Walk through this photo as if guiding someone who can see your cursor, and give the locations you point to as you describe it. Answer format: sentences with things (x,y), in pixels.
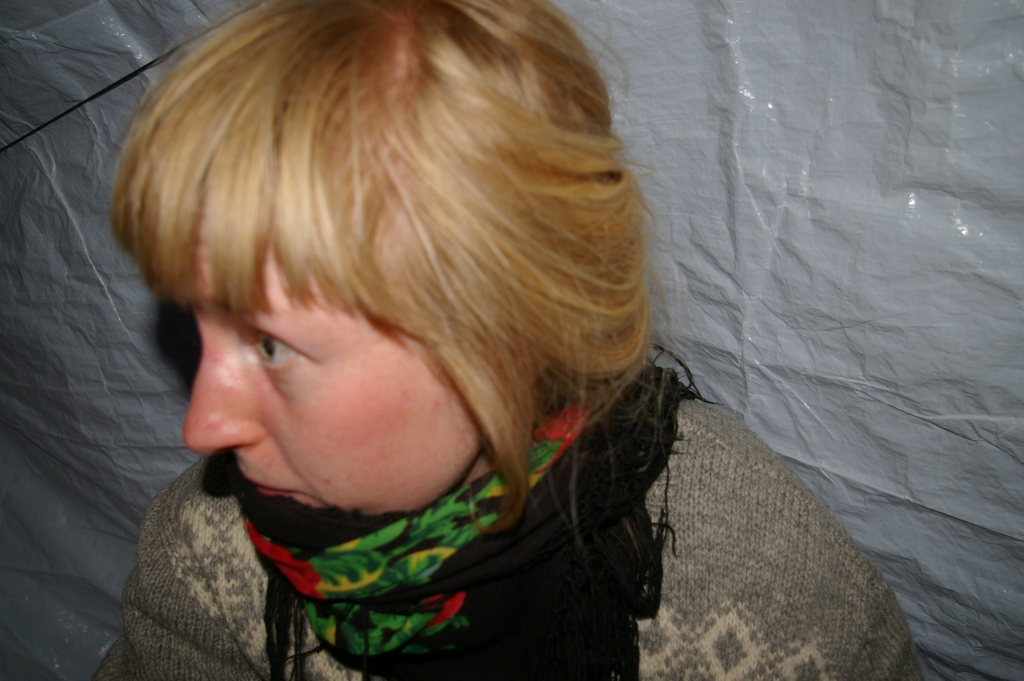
In this image I can see the person (190,401) wearing gray color shirt (189,559) and black color scarf (424,559), and the background (1002,167) is in white color.
